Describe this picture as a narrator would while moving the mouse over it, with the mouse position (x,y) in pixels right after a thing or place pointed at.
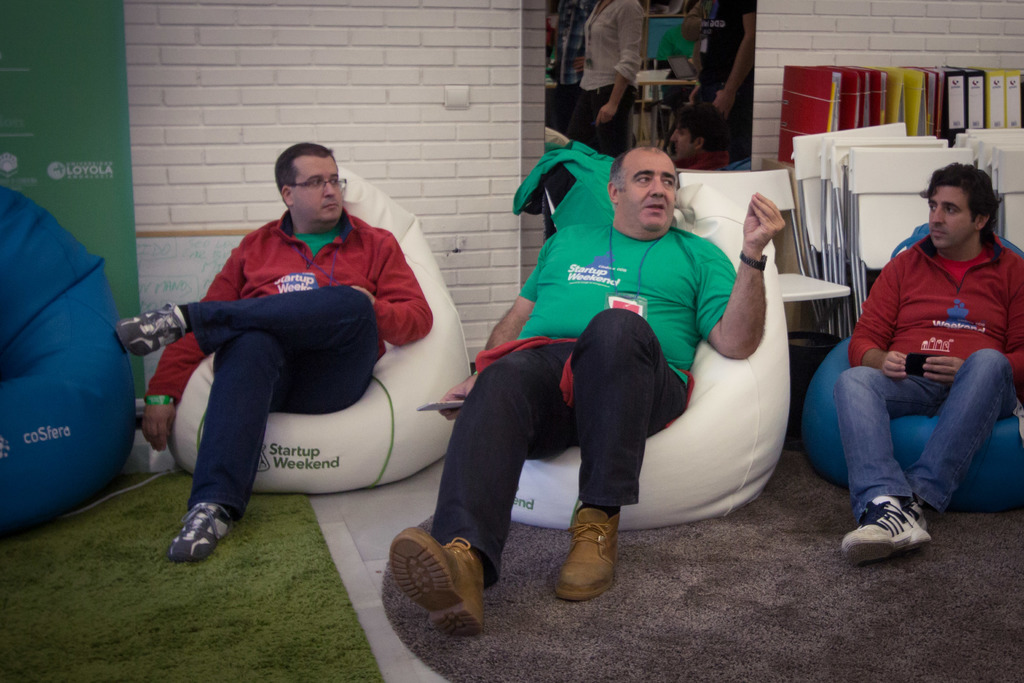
In this image there are people (189,323), bean bags (88,336), files (917,110), table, opening (638,44), banner (109,119), wall (461,63) and objects (857,186). Three people (350,284) are sitting on bean bags (427,281). Something is written on the banner (86,123) and bean bags (100,396). Opening (550,124) is in the wall (822,44).
